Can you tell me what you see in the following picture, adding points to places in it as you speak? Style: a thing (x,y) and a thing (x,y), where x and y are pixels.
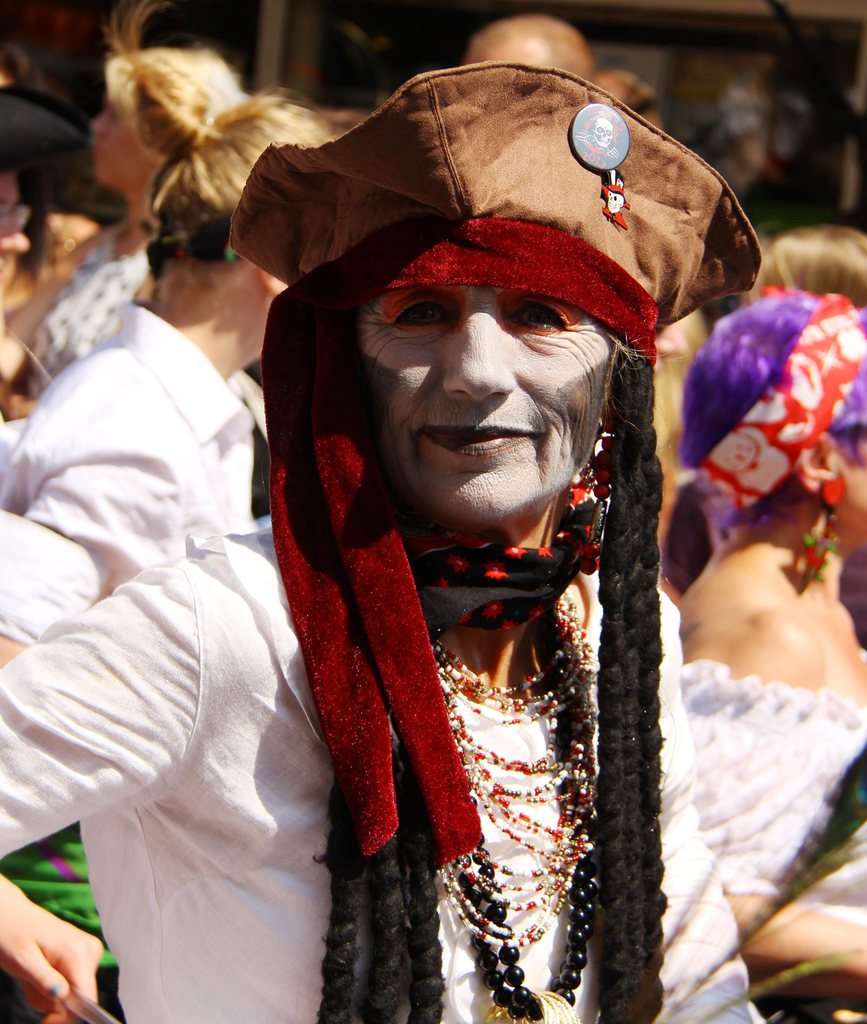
In this image we can see some group of persons (419,445) wearing different costumes (304,513) and standing.
